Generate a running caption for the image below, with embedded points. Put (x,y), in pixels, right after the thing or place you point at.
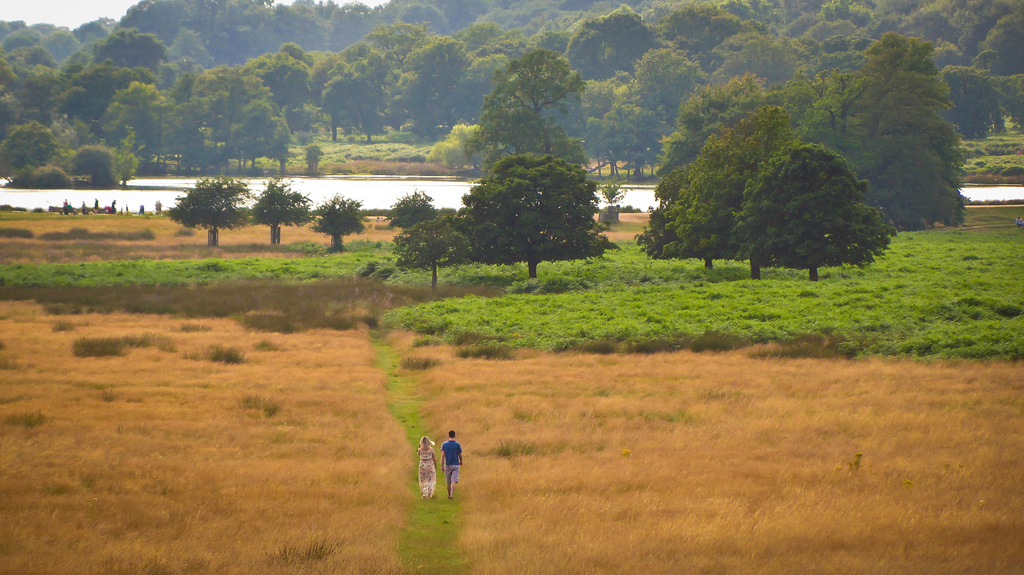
In this image it looks like a scenery. In the middle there is a couple (428,451) who are walking on the ground (406,386). In the background (406,65) there are trees (696,82). At the bottom (237,486) there is grass (701,486). In the middle (376,201) there is a lake (362,187).
